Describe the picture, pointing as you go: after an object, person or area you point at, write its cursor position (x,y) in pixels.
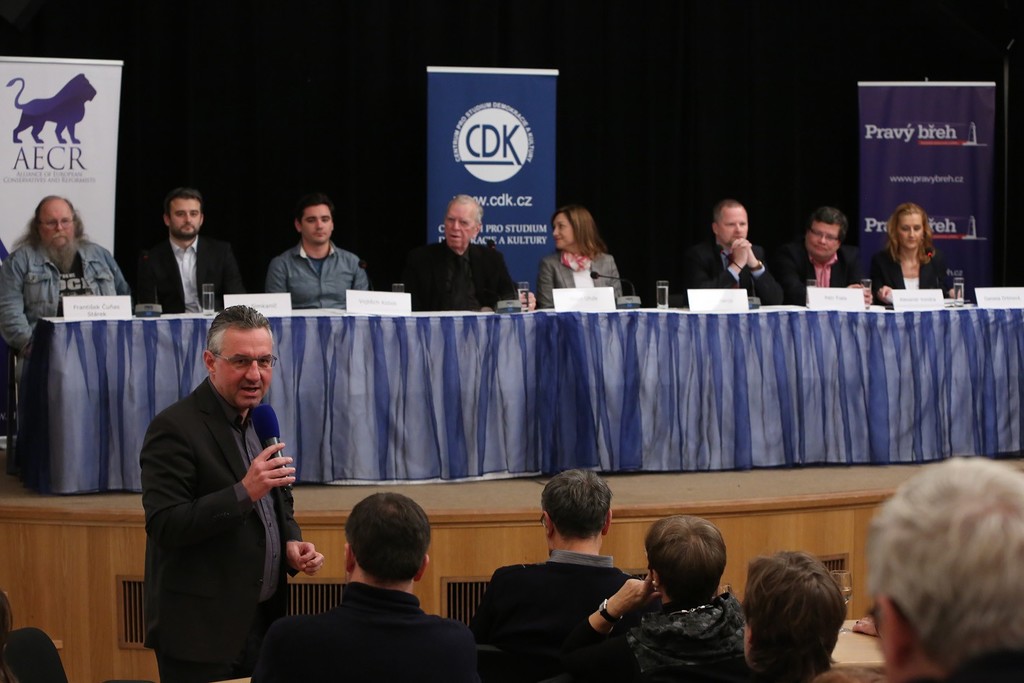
There is a group of people (610,603) present at the bottom of this image (537,617). We can see a man (229,490) standing and holding a Mike (264,444) is on the left side of this image (278,437). We can see people (72,283) sitting on the chairs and there are tables (563,371) covered with curtains (619,360) and the glasses (956,293) are kept on it. It is dark in the background (630,125). We can see the banners (49,123) at the top of this image (492,157).
